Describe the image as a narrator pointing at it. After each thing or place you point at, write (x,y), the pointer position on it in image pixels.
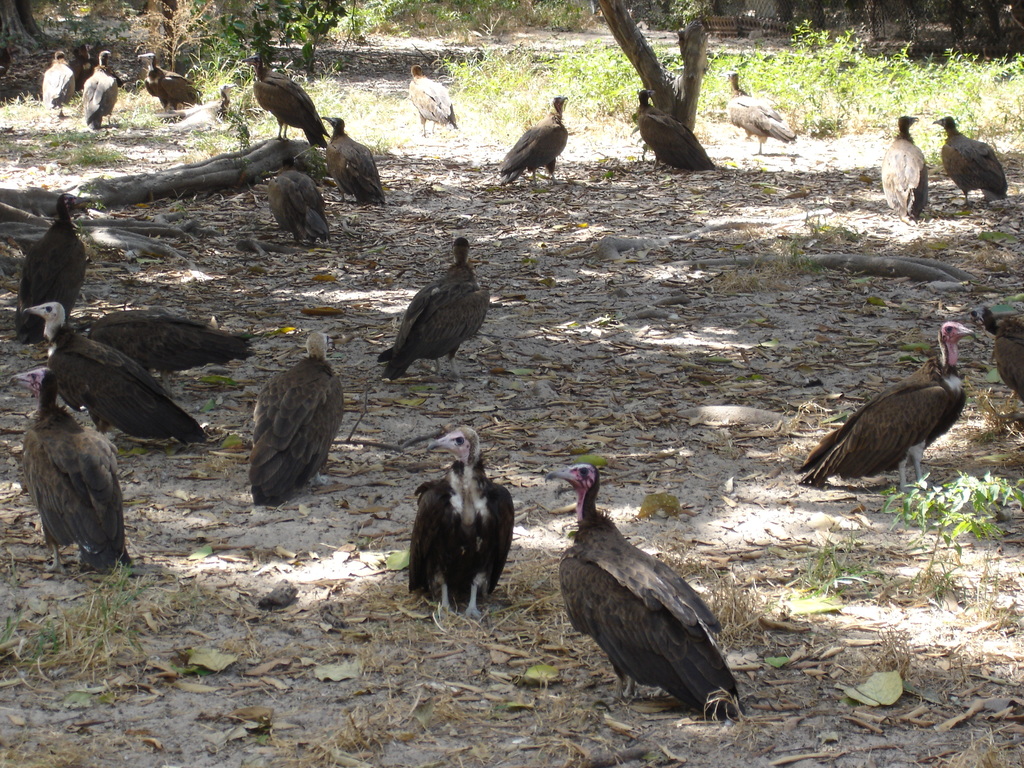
In this image we can see many birds (1012,385) on the ground (505,682) and we can see dry leaves (876,352) and small plants (950,514). In the background (682,48), we can see trees (702,50) and the fence (880,11) here.
